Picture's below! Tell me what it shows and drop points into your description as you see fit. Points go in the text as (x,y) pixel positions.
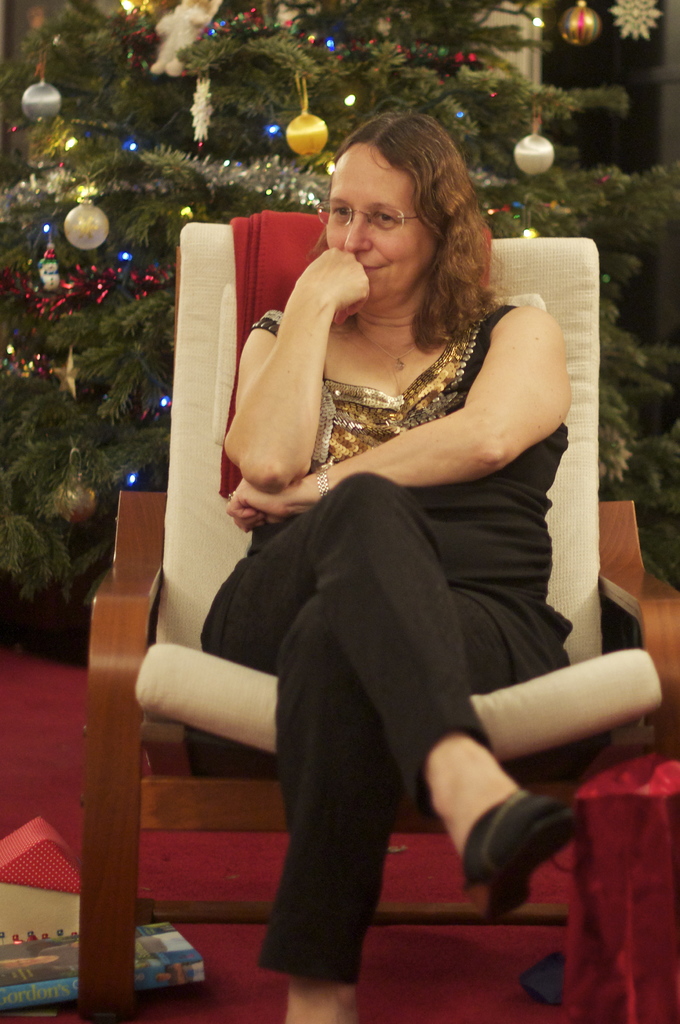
In this image, we can see a person (475,301) sitting on the chair (181,676) in front of the Christmas tree (141,123). This person (521,407) is wearing clothes (422,632) and spectacles (346,210). There is a box (50,923) in the bottom left of the image (56,911).
